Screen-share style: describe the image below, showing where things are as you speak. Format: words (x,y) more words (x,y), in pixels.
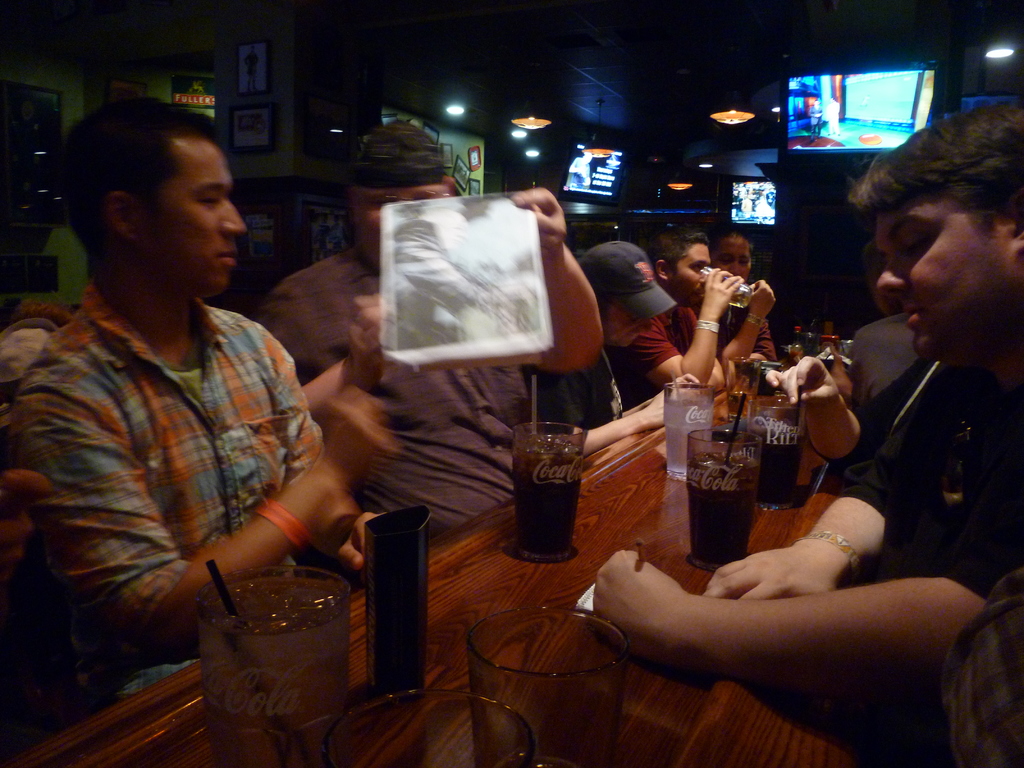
In this image, there are a few people (867,417). We can see the table (591,489) with some objects (725,449) like glasses (731,432). We can also see the wall (291,73) with some objects (253,47) like frames (438,133). We can see the roof (491,99) and some lights (449,112). We can also see some screens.
